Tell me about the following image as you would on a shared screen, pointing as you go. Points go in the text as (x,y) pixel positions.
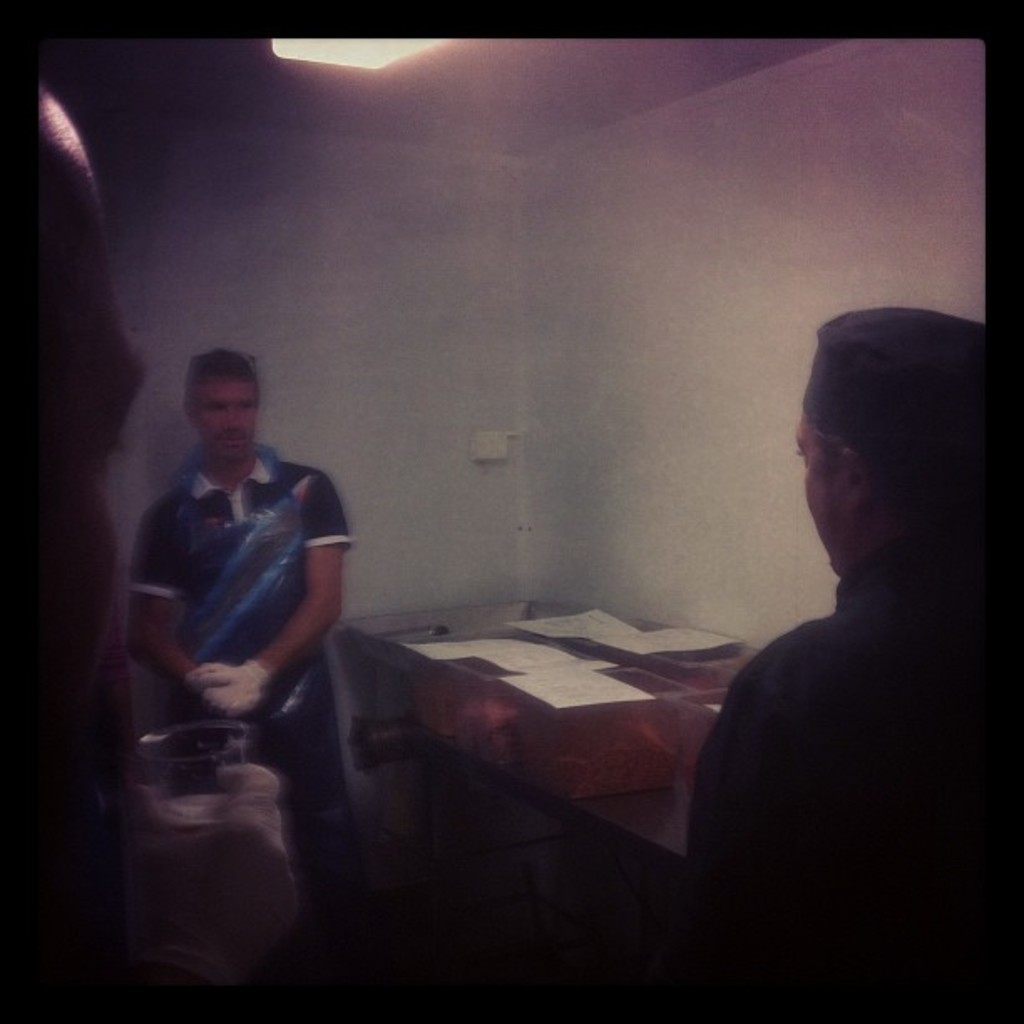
In the given image on the left hand side (239,762) i can see a person (232,922) holding an glass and i can also see a people (779,787), boxes (466,718) and light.
